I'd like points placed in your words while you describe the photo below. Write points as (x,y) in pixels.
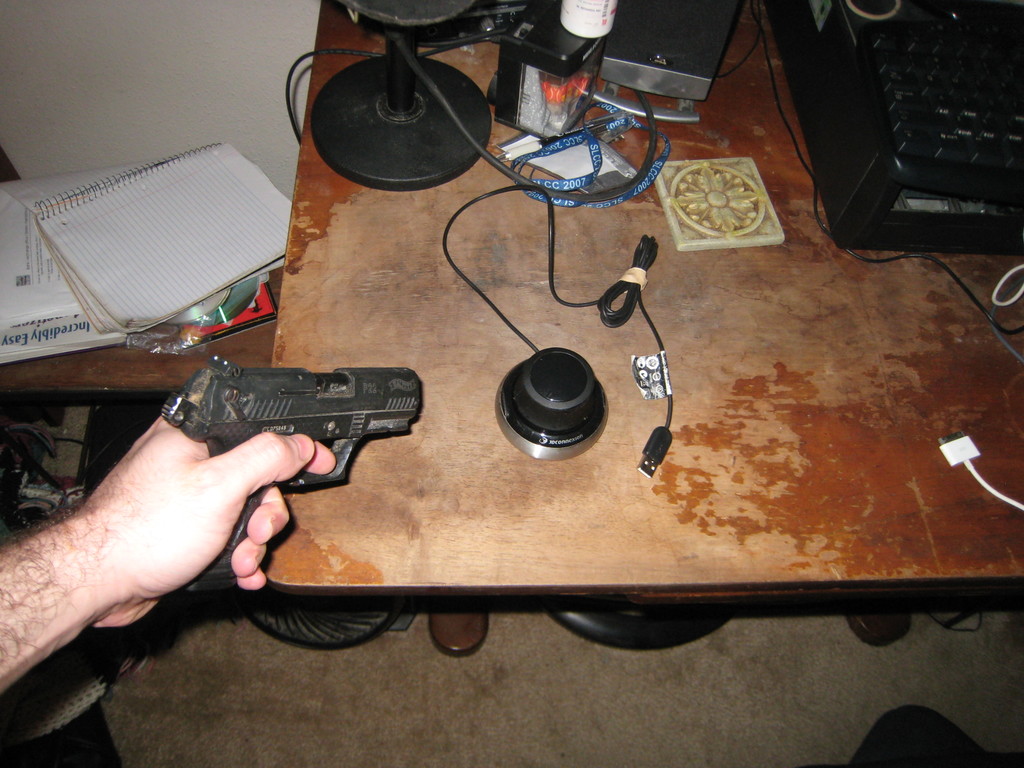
In this picture there is a brown color table (458,654), on the top (917,109) there is a black color keyboard (947,52), id card (558,158) and small speaker (585,368). On the left corner (192,466) there is a person hand (296,466) holding a black color gun (244,430). Behind there is a white book (79,232) and a wall (93,169).
